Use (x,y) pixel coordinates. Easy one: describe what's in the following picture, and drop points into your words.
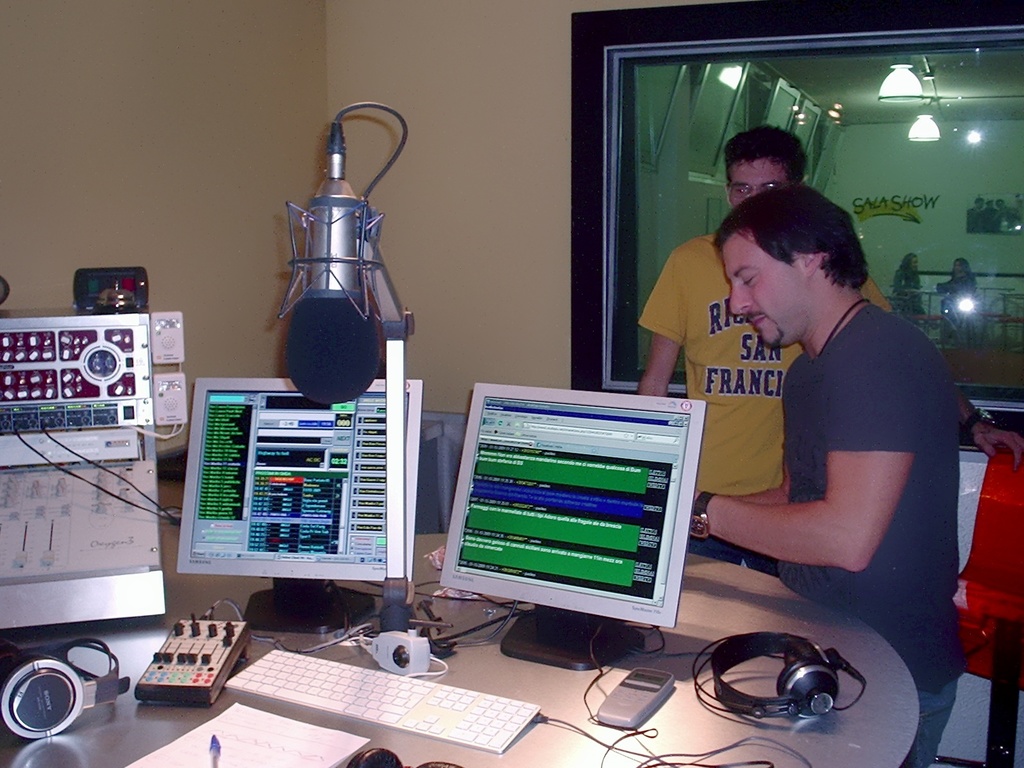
In this image, we can see monitors (371,546), keyboard (365,703), remote (633,688), headphones (25,711), light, book (261,744) and a pen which are placed on the table (575,685) and on the right (799,336), there are two persons (834,453). In the background (626,89), there is a glass (869,122), through the glass (931,244) we can see two ladies (955,274) and lights (917,125) at the top (906,87).
